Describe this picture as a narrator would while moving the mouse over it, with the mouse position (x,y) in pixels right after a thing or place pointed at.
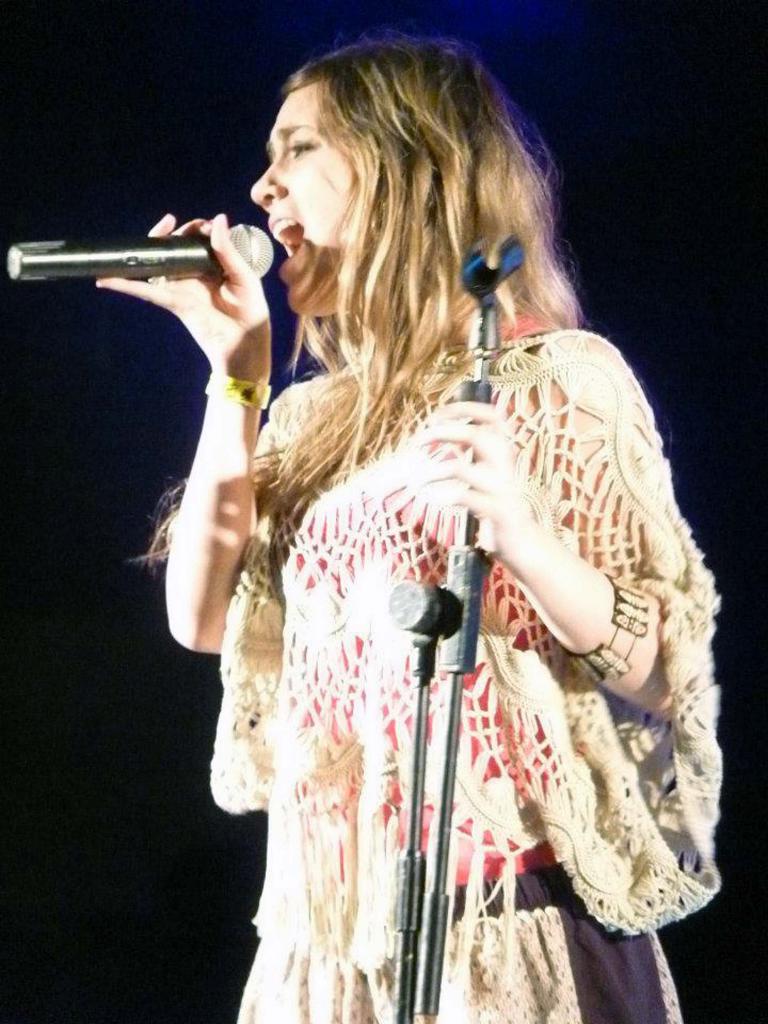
In this picture a woman (412,112) is standing and holding a mike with one hand (215,351) and a stand (483,322) with other hand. she is singing.
